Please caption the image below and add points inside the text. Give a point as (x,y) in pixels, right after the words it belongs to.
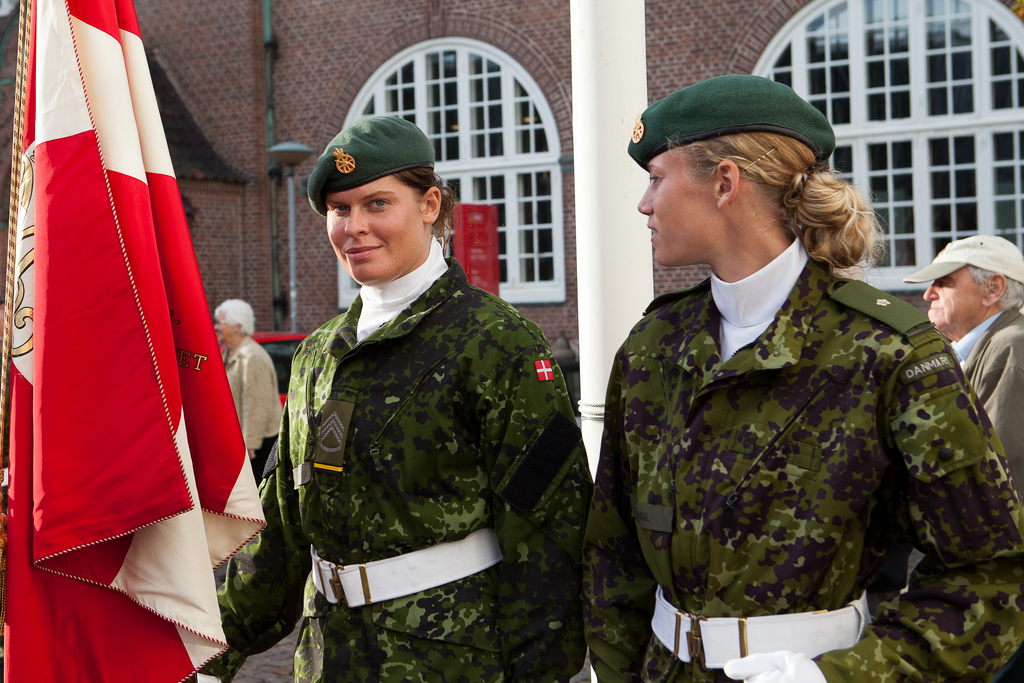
In the foreground of this image (496,424), there are two women (430,469) wearing green color coats (507,488) and white color belt (441,567) are standing in front of a flag (85,363) which is on the left side of the image (80,373). In the background (309,29), there is a building (326,29), pillar (617,100), two persons (246,352) and a red vehicle (284,351).
